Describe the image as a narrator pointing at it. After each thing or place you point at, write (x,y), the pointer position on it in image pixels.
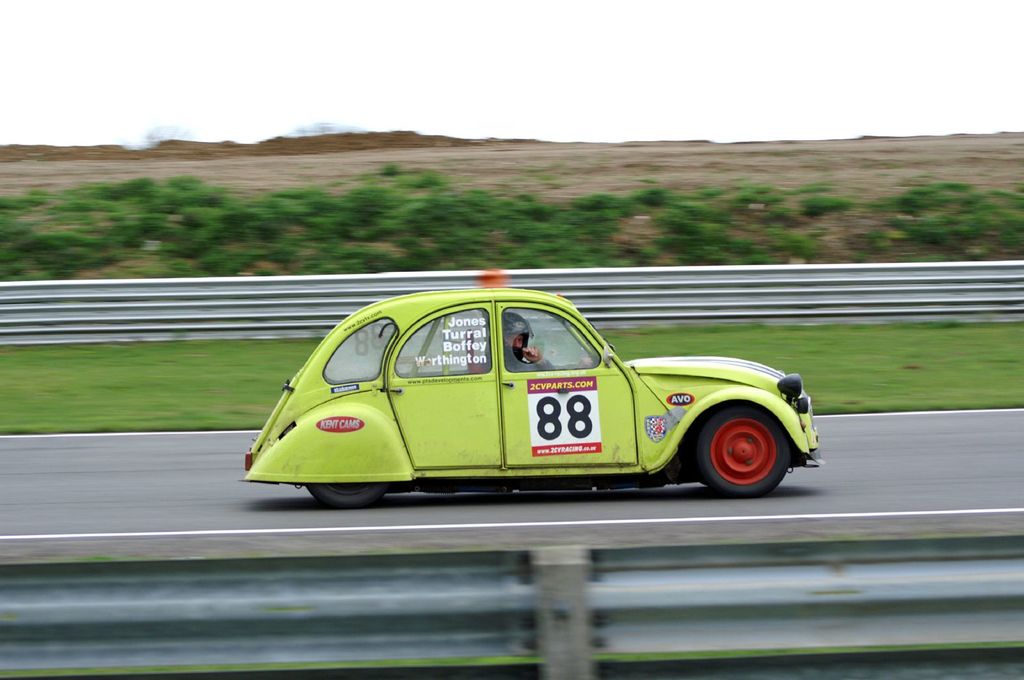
In the middle of the image (422,334), there is a light green color vehicle (462,378), on which there is a poster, on the road (117,486), on which there are two white color lines (307,528). On both sides of this road (407,500), there is a fence (275,282). In the background (170,205), there are plants (477,208) on the ground (337,192) and there is sky (54,32).
